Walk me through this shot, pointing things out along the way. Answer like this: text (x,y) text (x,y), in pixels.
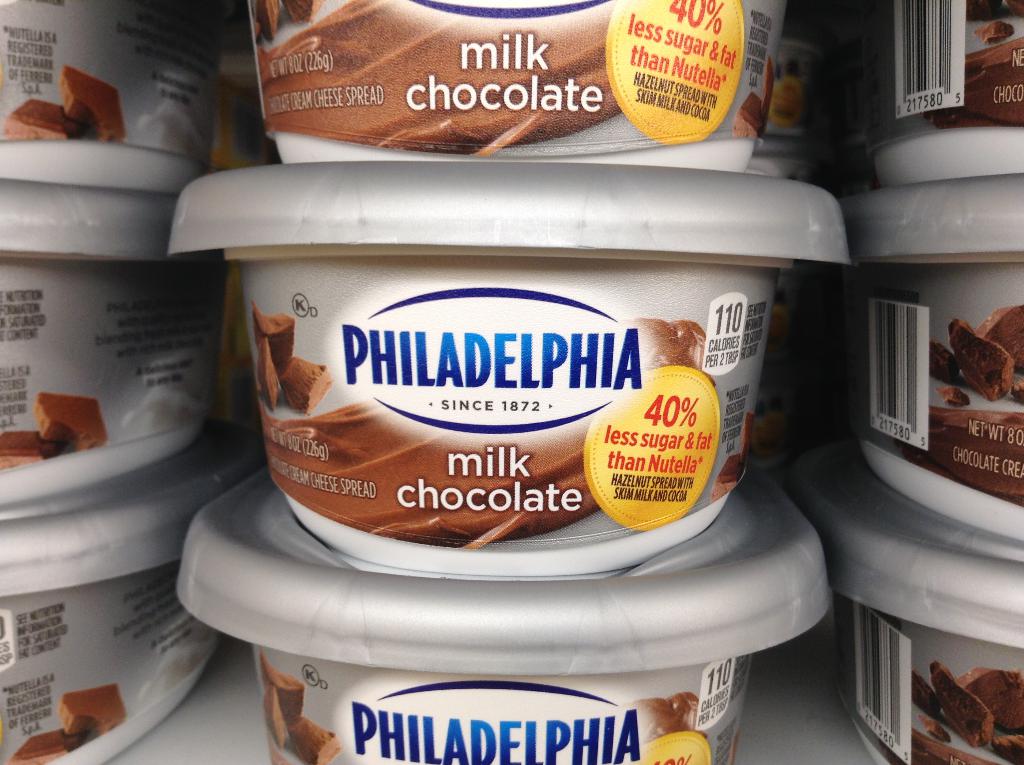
In this image I can see few milk chocolate boxes (311,233), they are in white and brown color on the white color surface (226,716).
